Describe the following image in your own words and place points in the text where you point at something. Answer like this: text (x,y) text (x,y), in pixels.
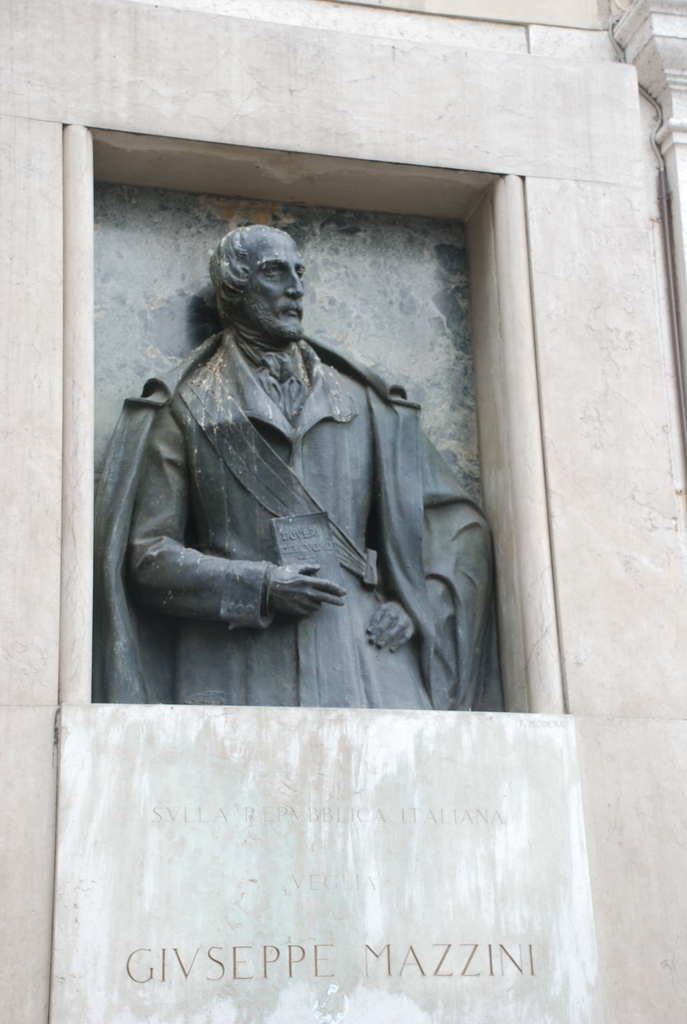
In this image there is a depiction (228,451) of a person (288,598) in the middle of the rock structure (32,129) and there is some text (374,975) on it.
